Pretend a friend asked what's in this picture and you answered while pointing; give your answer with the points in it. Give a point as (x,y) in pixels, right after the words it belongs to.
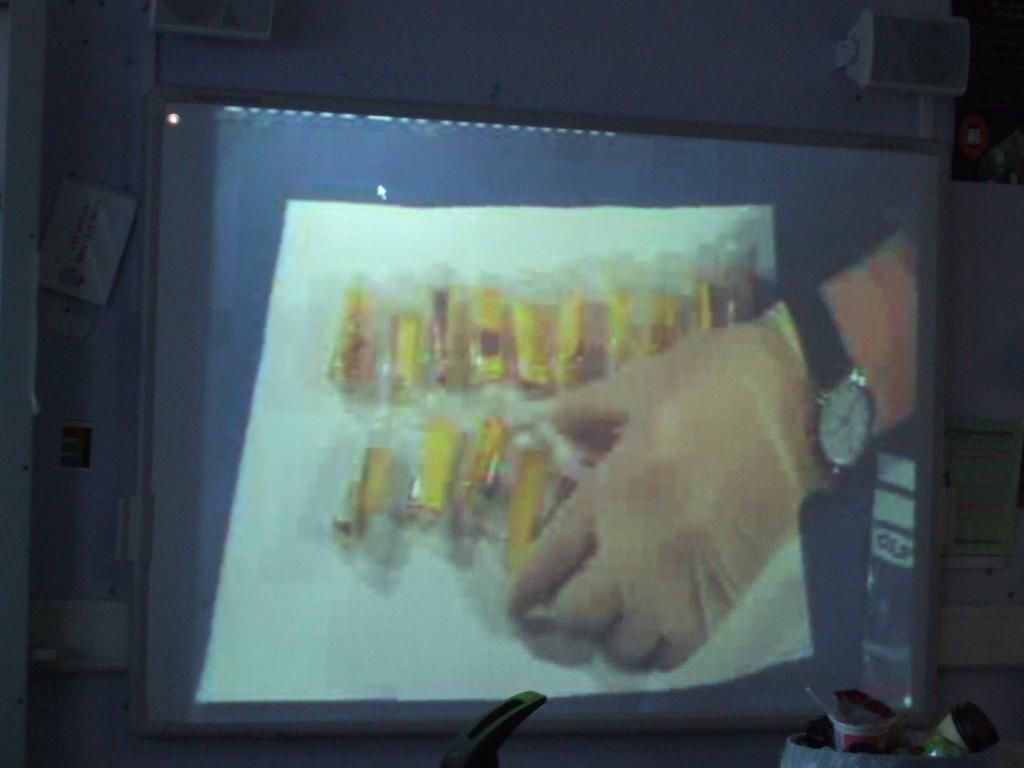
In the image we can see the screen (409,208), we can even see a person's hand (756,445), wearing a wristwatch (826,423) and gloves (651,546), and holding an object (526,501) in hand (681,569). There are sound boxes (879,59) and there are other things (488,712).
